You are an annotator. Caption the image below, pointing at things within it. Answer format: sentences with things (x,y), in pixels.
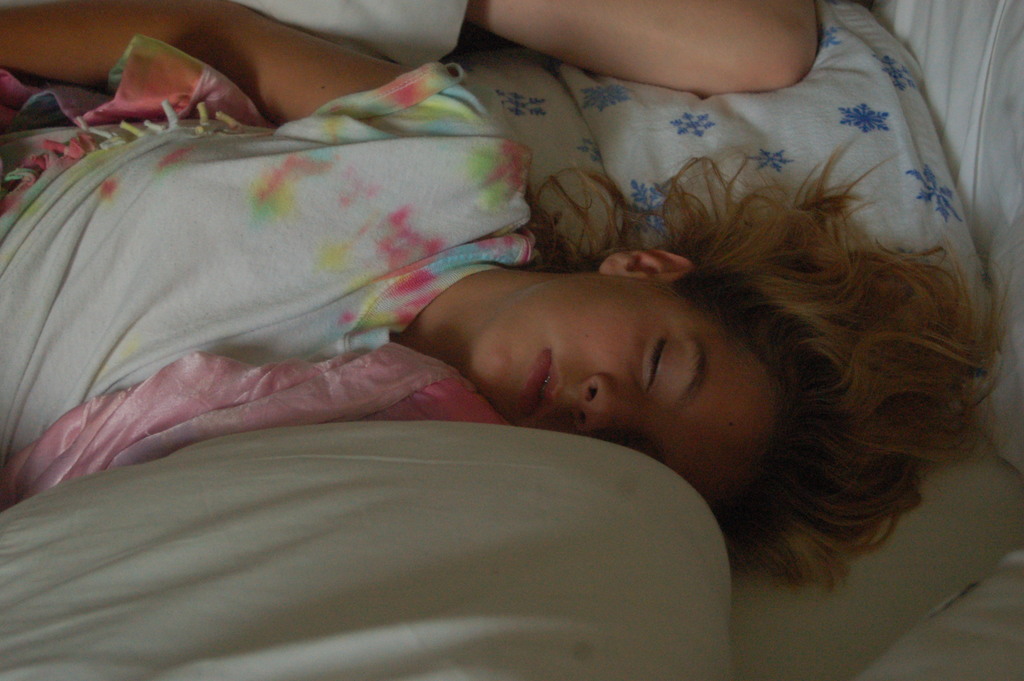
In this picture we can see a person (420,200), who is lying on the bed (618,176).
